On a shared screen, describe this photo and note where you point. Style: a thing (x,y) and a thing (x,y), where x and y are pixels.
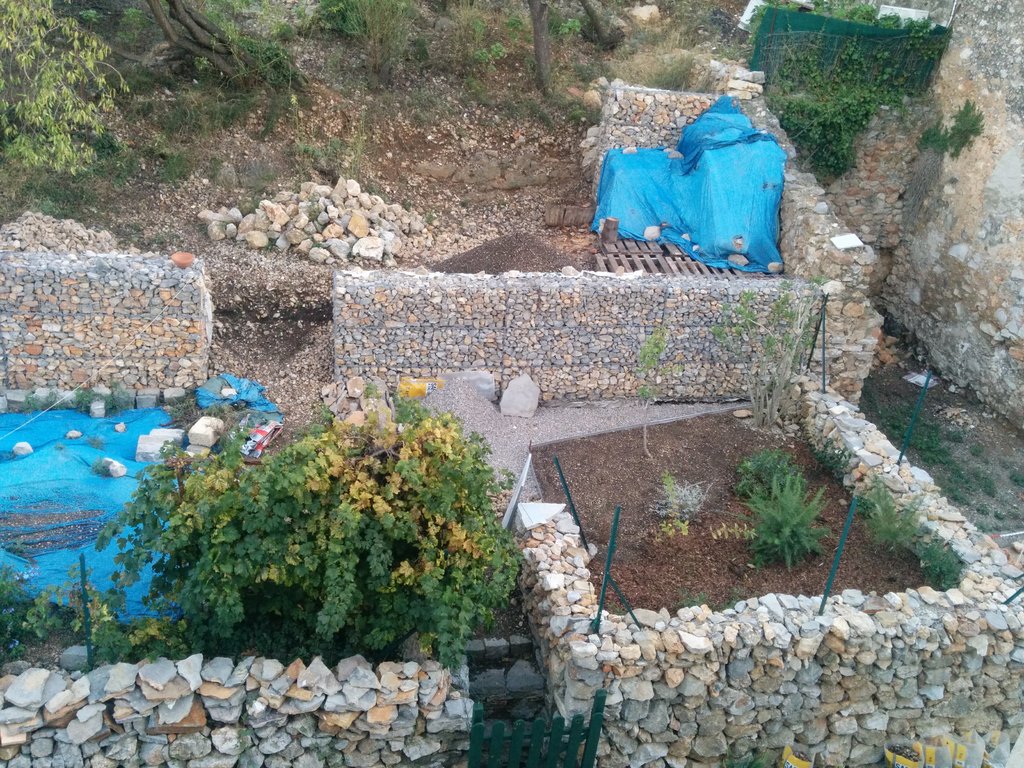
This is an outside view. At the bottom of the image (471,706) I can see few walls (830,652) constructed with the rocks (661,707) and there are some plants (365,550) and trees (198,533). On the ground (330,257) I can see few rocks (322,223).
